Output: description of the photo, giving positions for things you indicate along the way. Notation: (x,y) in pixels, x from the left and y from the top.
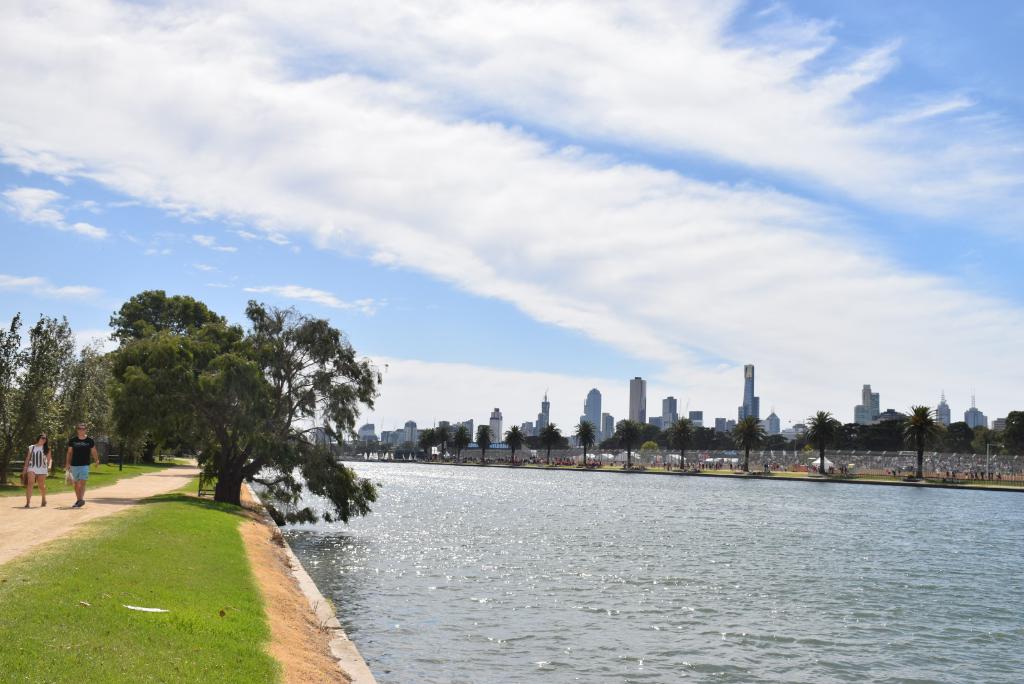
This is an outside view. On the right side (731,598) there is a river (602,638). On the left side (75,466), I can see a woman (38,462) and a men (83,453) are walking on the road (70,523). On both sides of the road (124,495) I can see the grass (155,554) and there are many trees (133,399). On the other side of the river (515,469) I can see many buildings (747,410) and trees (639,437). At the top of the image (725,173) I can see the sky (400,171) and clouds (313,128).
